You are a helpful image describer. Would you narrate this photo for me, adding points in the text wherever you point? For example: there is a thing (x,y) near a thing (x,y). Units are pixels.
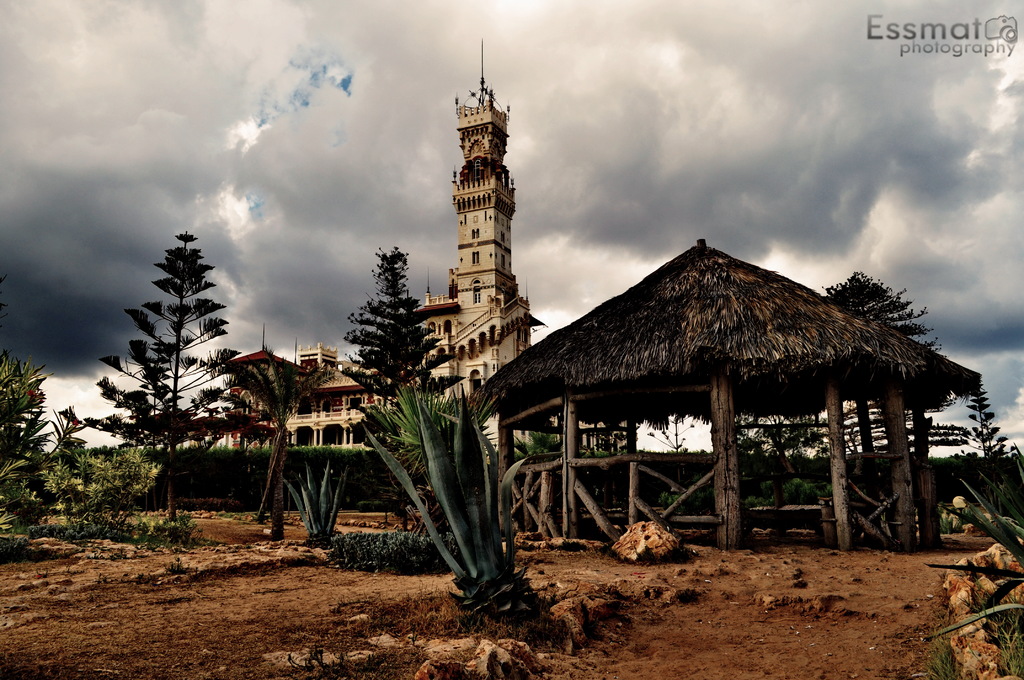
This image is taken outdoors. At the top of the image (164,170) there is a sky (319,125) with clouds (605,94). At the bottom of the image (330,624) there is a ground (164,590) with a few stones (582,603) on it. In the background (489,352) there is a building (456,365) and a tower (486,267) with walls (460,280), windows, carvings (489,154), architectures (485,318), stairs (484,336), railings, pillars (293,441), roofs (340,387) and doors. There are many plants (161,479) and a few trees (372,359) on the ground (560,552). In the middle of the image (599,407) there is a hut (632,464) with a few wooden sticks (843,471) and there are a few plants (335,453).
